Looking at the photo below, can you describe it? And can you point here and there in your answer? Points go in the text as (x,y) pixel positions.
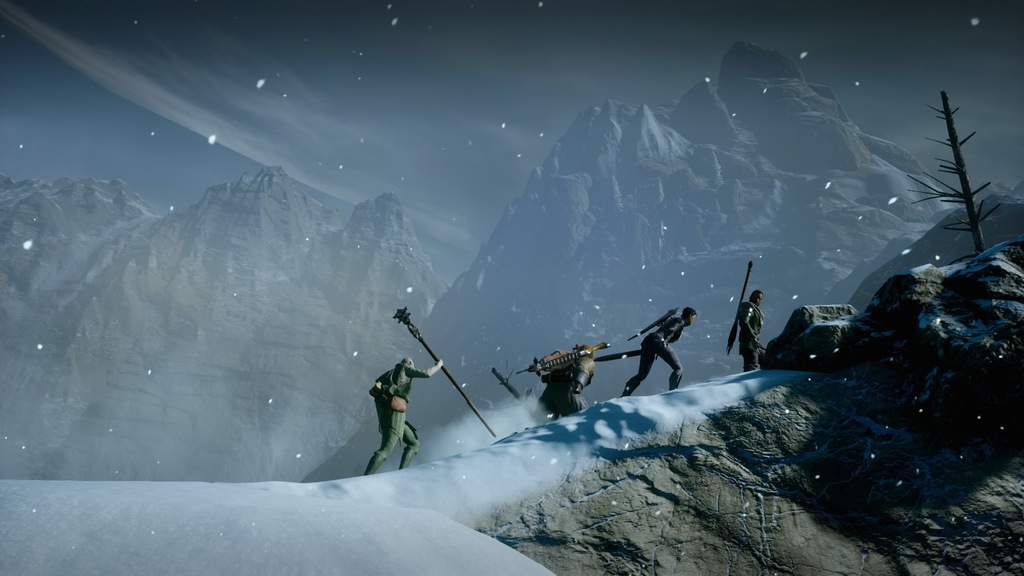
In this picture we can see a graphical image, here we can see some people (386,428) on snow (338,494) and in the background (13,424) we can see mountains (253,361).
